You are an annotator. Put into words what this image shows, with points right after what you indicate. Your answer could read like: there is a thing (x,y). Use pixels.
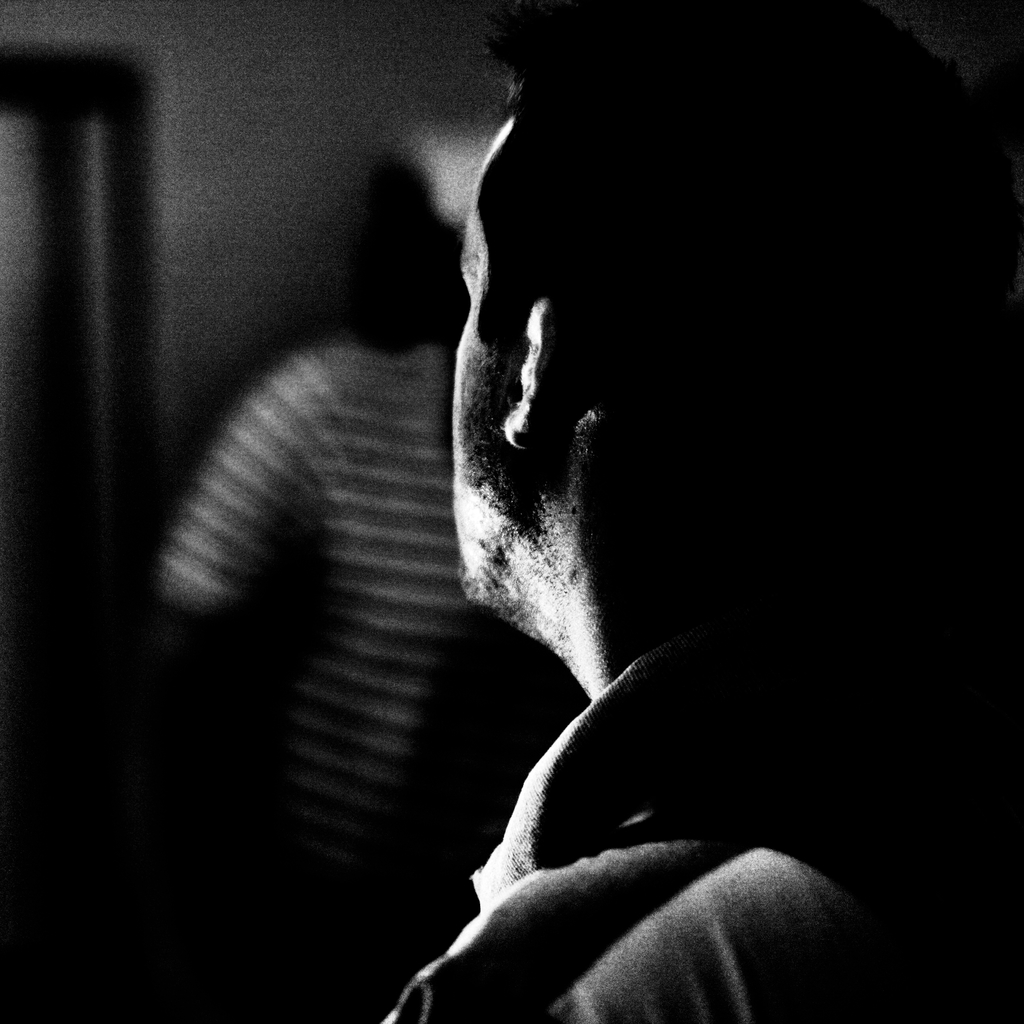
In this black and white picture there is a man (618,584). The background (302,435) is blurry.
